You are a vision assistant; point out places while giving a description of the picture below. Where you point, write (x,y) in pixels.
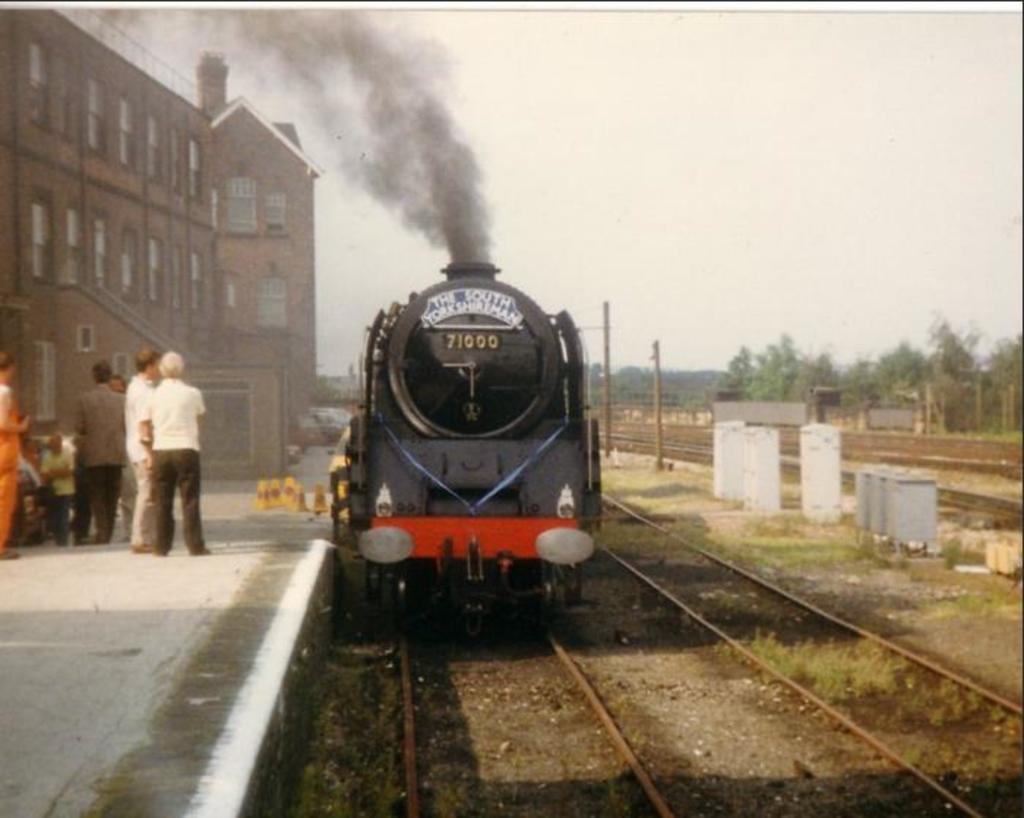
In this image we can see a train (505,545), there are poles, trees (909,374), railway tracks (720,584), grass (820,660), traffic cones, people (103,506) and some other objects (731,446) on the ground (709,478), also we can see a building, in the background (564,117), we can see the sky (579,119).
